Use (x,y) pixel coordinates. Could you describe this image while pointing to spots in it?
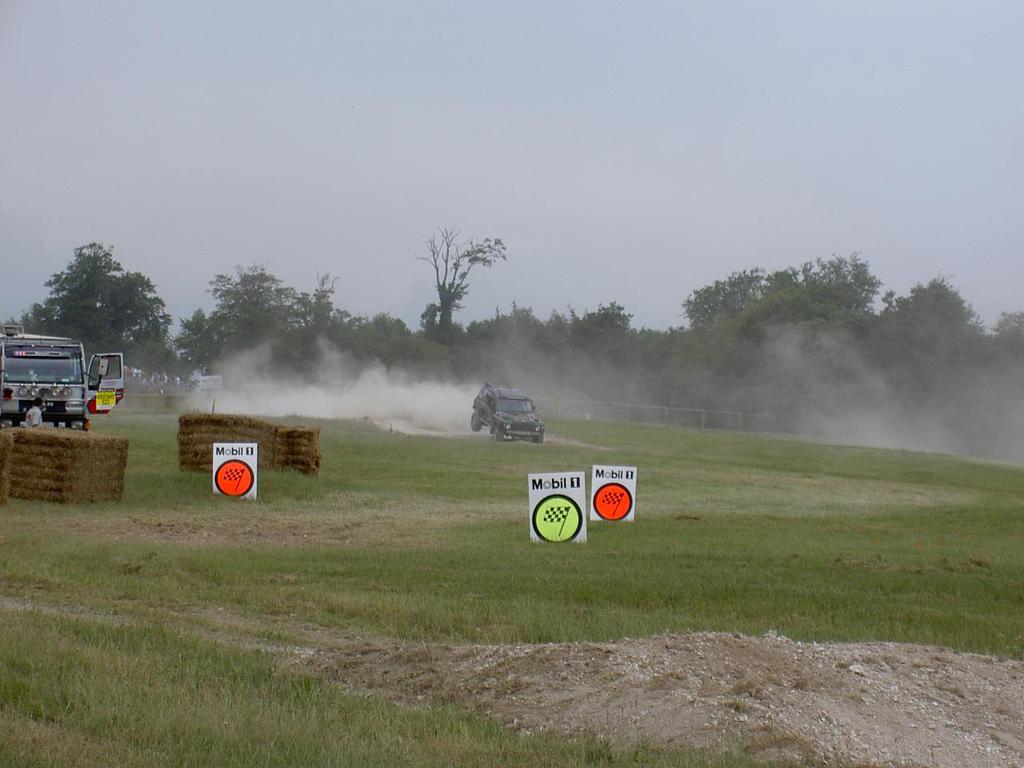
In this picture there is a person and we can see dried grass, vehicles (64,361) on the grass (536,568), boards (553,500) and smoke (394,408). In the background of the image (573,284) we can see fence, trees (78,308) and sky (272,242).
